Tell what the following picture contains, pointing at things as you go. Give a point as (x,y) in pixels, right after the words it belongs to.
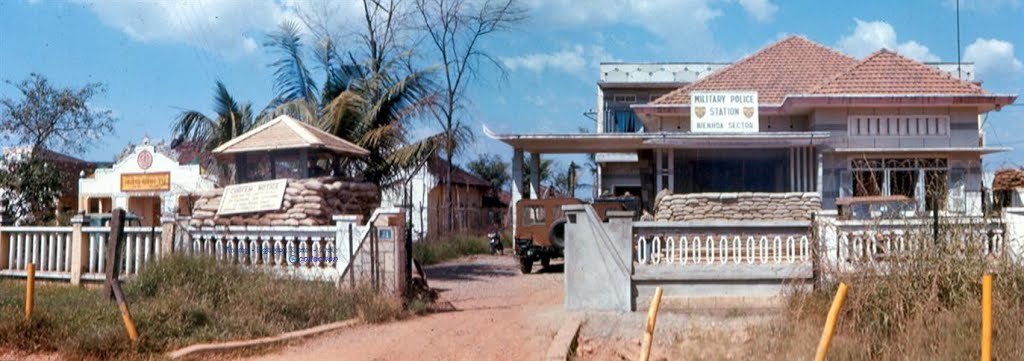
In this picture we can see few houses (271,151), trees (363,127) and vehicles (551,209), in front of the houses (468,186) we can find fencing wall (289,245), plants (165,263) and few poles (990,314).
